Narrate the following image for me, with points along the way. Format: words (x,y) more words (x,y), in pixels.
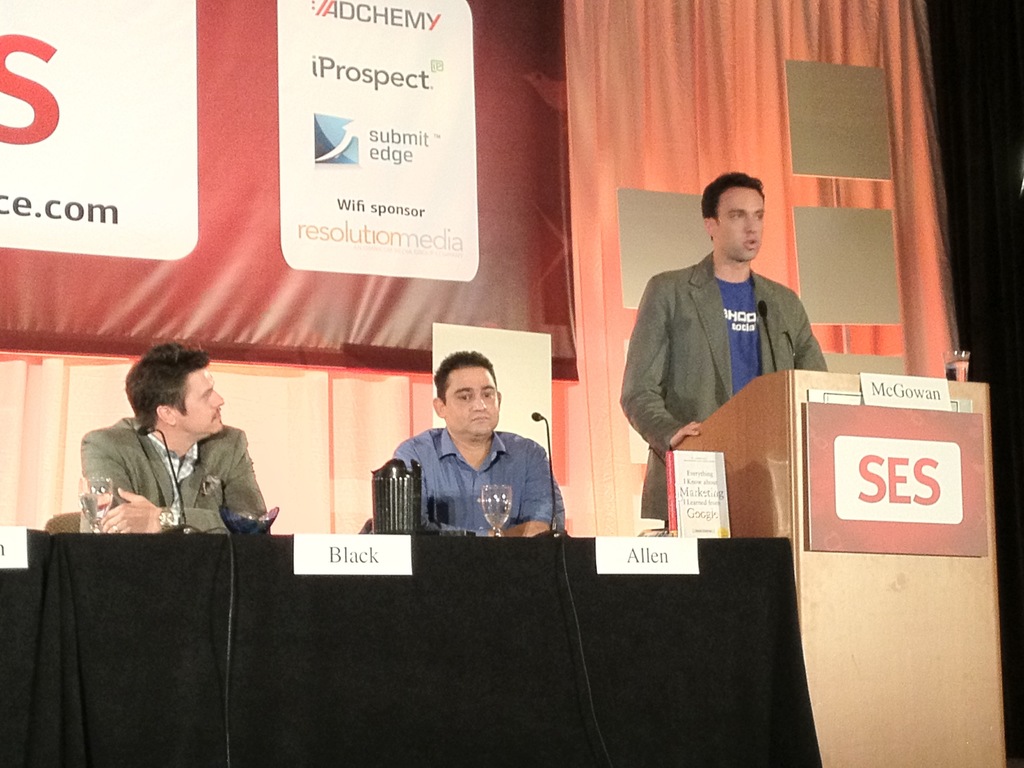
In the foreground of the picture (450,495) there is a stage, on the stage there are tables (669,575), podium (798,501), people (206,523), glasses (967,364), mics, jar (396,485), nameplates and other objects (827,399). In the background (425,232) there are curtains (296,425) and a banner (312,184).
